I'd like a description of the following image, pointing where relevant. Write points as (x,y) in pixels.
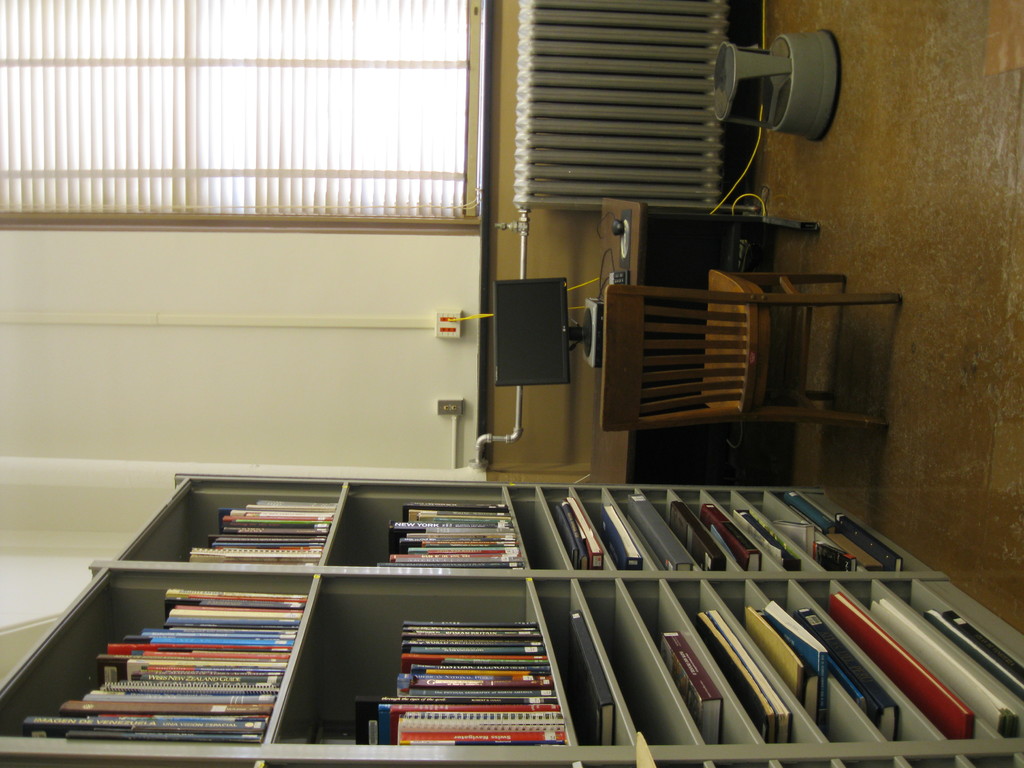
In the image we can see chair (719,373), table (637,267) and on the table (600,296) there is a system (538,369). Here we can see shelves (571,744) and books (537,673) on the shelves (557,601). Here we can see the floor (923,209), window (381,133) and window blinds (259,156).
